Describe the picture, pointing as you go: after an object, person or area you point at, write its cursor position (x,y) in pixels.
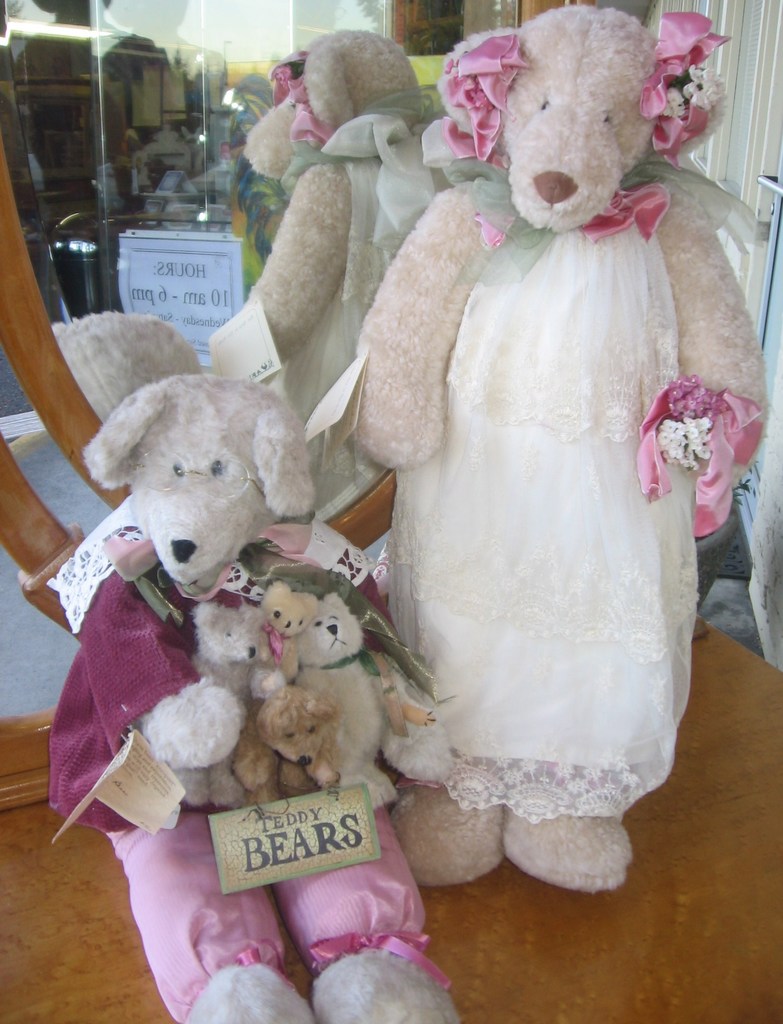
In this picture I can see there are two teddy bears (373,1011) and there is a mirror (329,182) in the backdrop (305,202). There is a wall (728,60) on the right side (744,138).
